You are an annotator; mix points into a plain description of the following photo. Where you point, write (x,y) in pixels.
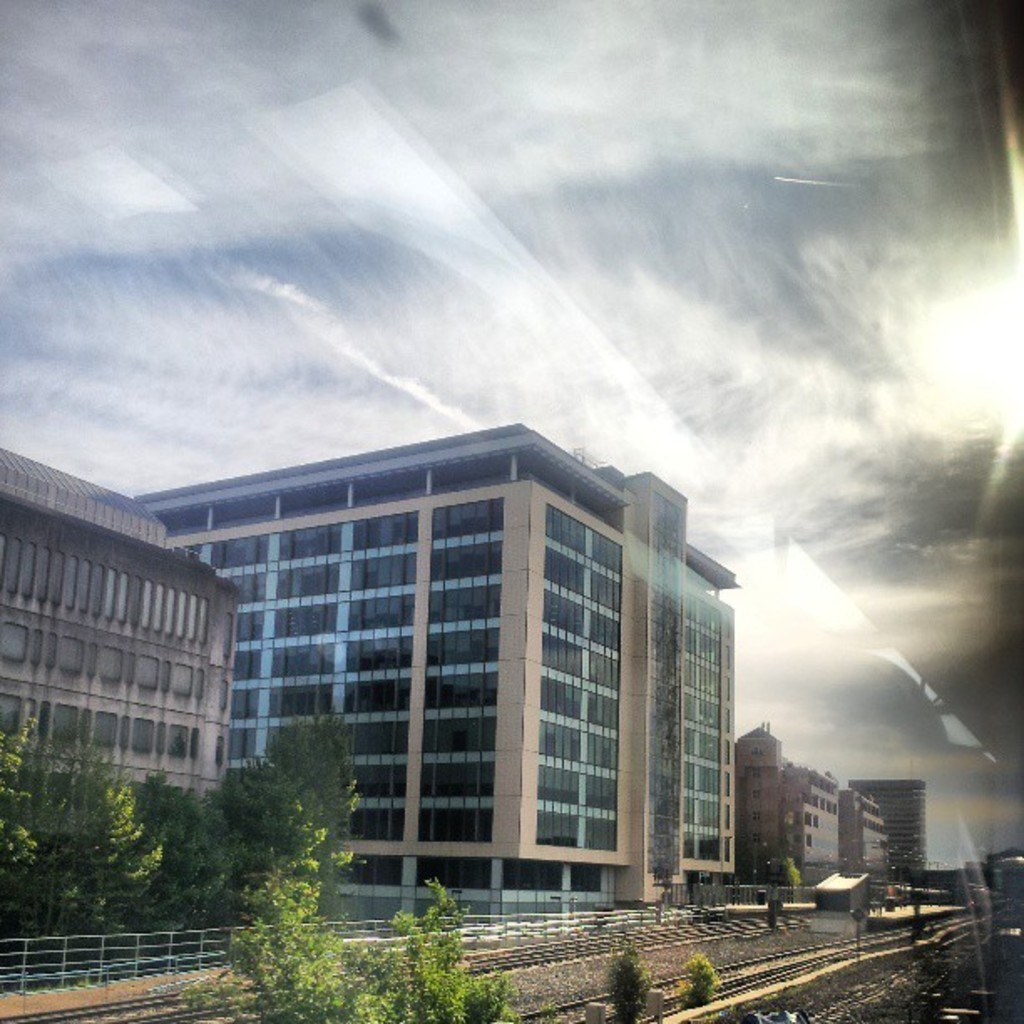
Here in this picture we can see buildings (373,737) present all over there and we can see trees (324,954) and plants (386,1003) present here and there and we can see clouds (442,383) in sky (855,350) and we can see railway tracks (704,930) present in the middle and we can see railing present here and there.
